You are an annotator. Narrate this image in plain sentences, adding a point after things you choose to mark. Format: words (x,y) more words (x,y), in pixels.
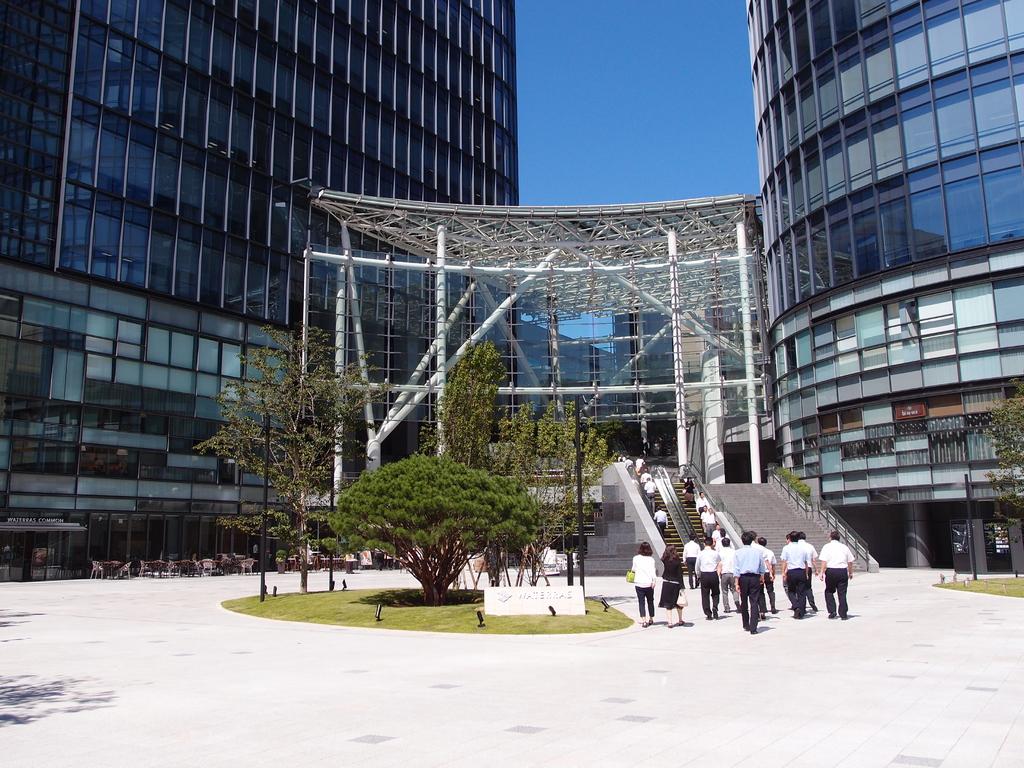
In the picture we can see a path (602,735), in the middle of the path (371,650) we can see a part of grass surface (290,599) with a plant (415,550) on it and behind it, we can see some poles constructed shed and beside it, we can see some stairs (739,511) with railing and near it, we can see some people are walking through the stairs (791,495) and beside the path (775,663) we can see two buildings (839,505) with glasses (207,367) to it and in the middle of the buildings (796,373) we can see a sky (610,27).
